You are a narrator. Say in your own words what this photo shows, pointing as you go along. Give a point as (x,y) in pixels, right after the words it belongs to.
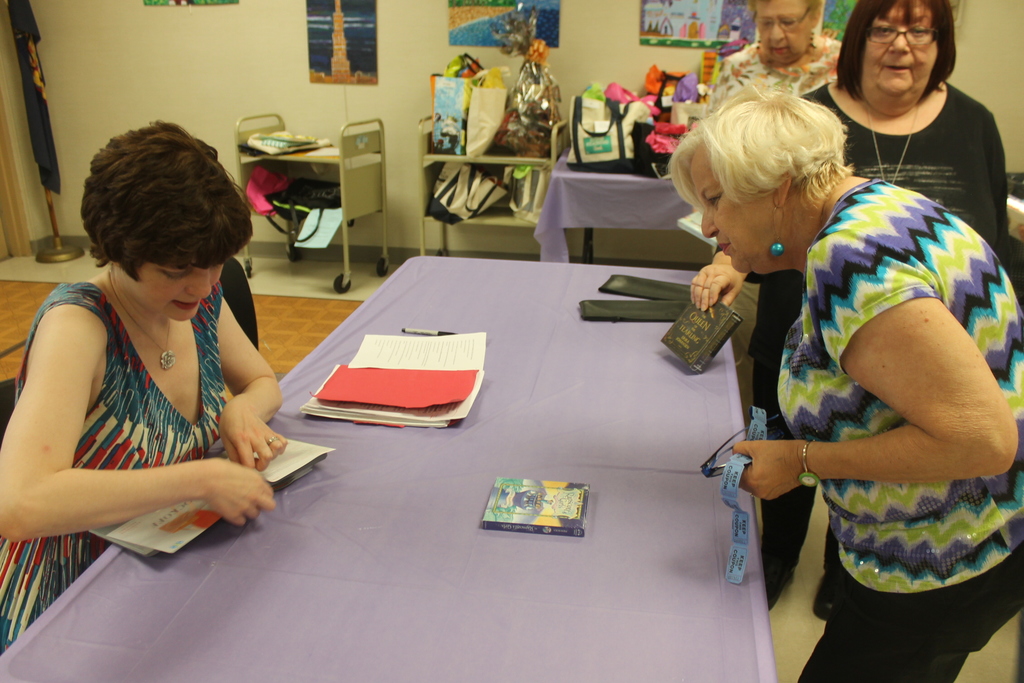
This Picture Describe about four ladies (218,476) who is in the hall (357,237), we can see purple color long table (204,586) and lady (137,394) wearing colorful dress (54,559) sitting on the chair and opening the envelope (306,458). Opposite to her a old lady (868,416) wearing colorful dress (922,518) holding glasses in the hand (742,487) watching the envelope (298,474). Behind a lady (952,122) wearing black t-shirt (961,179) is standing. Behind we can see a number of gifts packs (527,117) on the table (606,210) and poster (333,10), frame (366,12) on the wall (146,80).
